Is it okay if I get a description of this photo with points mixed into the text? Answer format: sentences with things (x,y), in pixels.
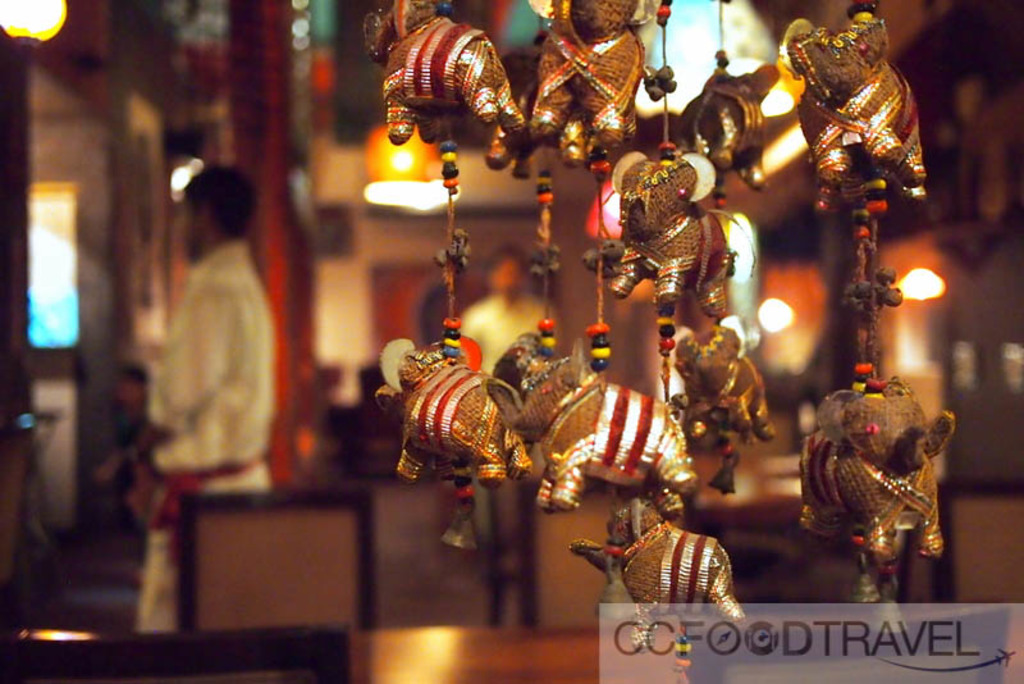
In this image we can see toy elephants (862,440) hanged with threads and beads (598,336). In the background (225,217) it is blurry and we can see few people (234,295). Also there are lights (915,282). At the bottom (863,638) there is text (886,644).
